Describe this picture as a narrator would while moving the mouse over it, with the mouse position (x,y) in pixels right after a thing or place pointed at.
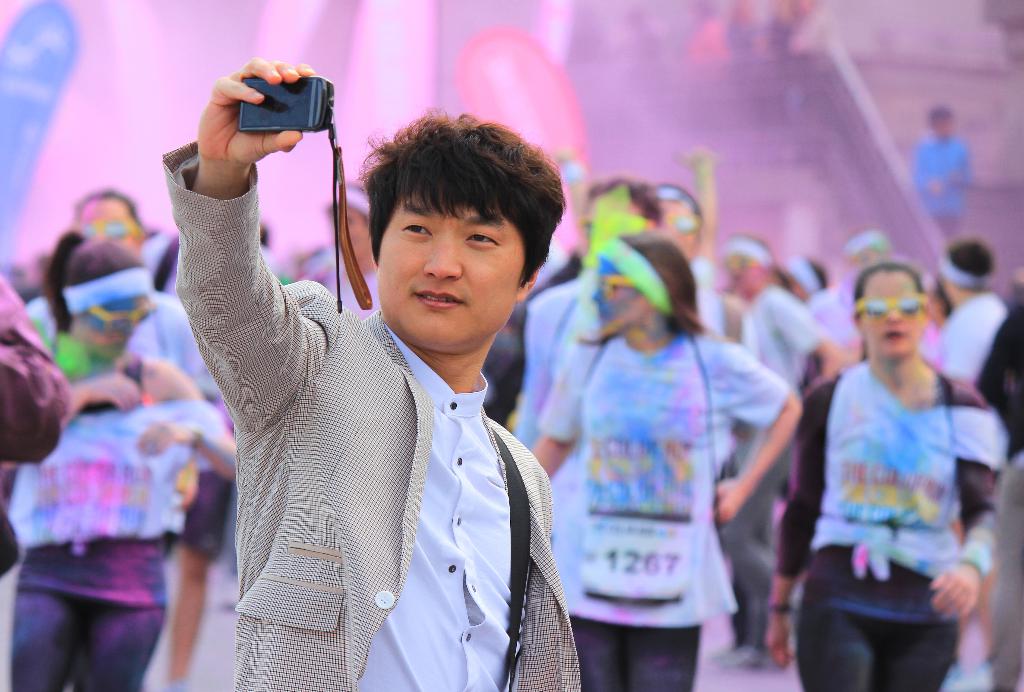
There is a person (342,411) holding camera (255,116). In the back (160,269) there are many people (639,301). Some are wearing goggles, chest numbers (687,536) and headbands (621,242). In the background (686,152) it is blurred.
